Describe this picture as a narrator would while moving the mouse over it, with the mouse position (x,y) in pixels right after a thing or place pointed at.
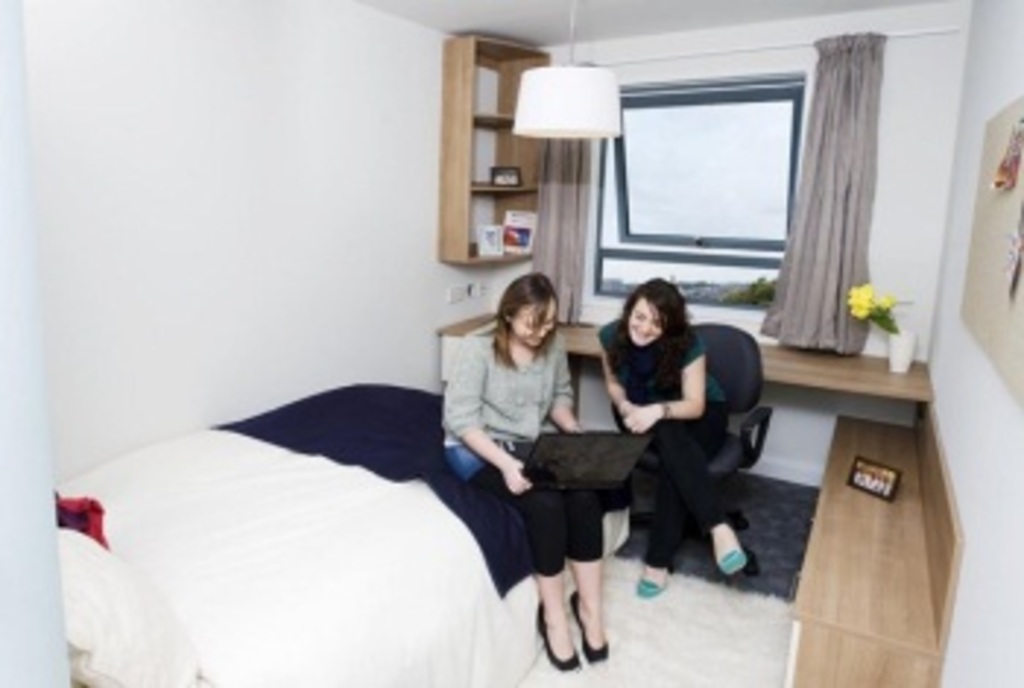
In this image there are 2 persons (519,382) sitting, and the back ground (819,270) there is light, bed (258,458), blanket (214,507), pillow (133,679), photo frame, flower vase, curtain (854,251), window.
